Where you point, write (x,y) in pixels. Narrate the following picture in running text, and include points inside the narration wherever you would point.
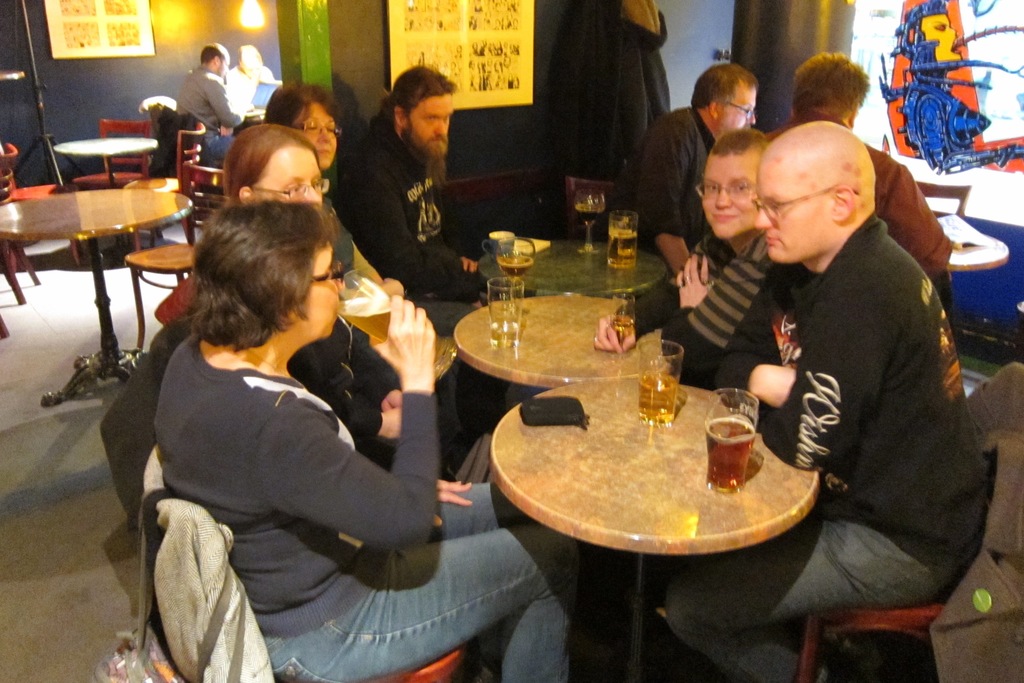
In this image, a group of people (713,353) sitting on the chair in front of the table (675,445) on which glasses (651,365) are kept. A background wall (77,111) is blue in color on which wall painting (459,52) is there. A pillar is green in color. It looks as if the image is taken inside a bar (771,73).
